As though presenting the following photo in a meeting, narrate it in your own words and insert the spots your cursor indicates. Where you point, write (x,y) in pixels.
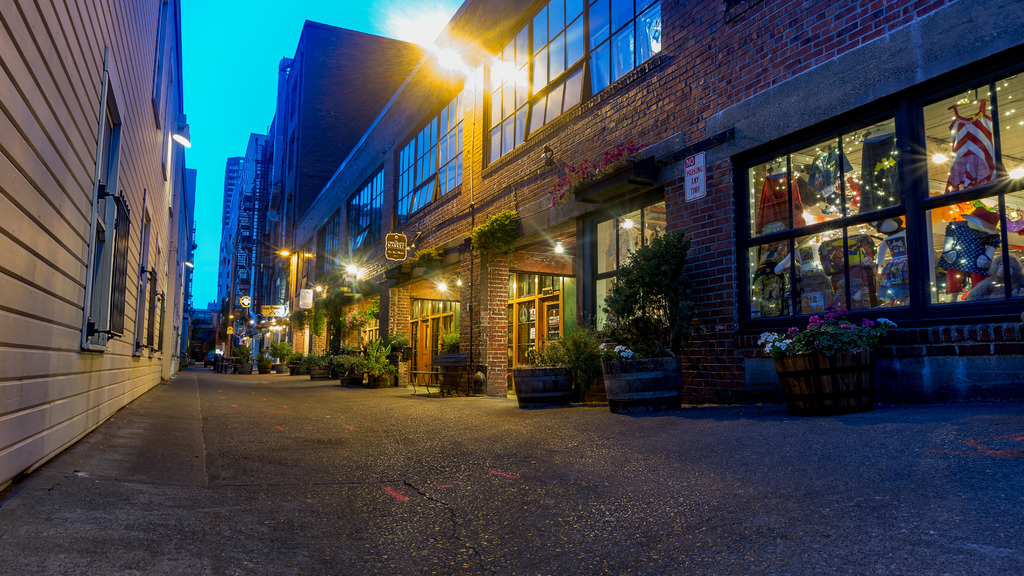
Here we can see buildings (515,172), lights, plants (578,381), boards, doors (509,331), and windows (147,241). This is a road (463,469) and there are clothes (964,127). In the background (207,113) there is sky (294,41).
